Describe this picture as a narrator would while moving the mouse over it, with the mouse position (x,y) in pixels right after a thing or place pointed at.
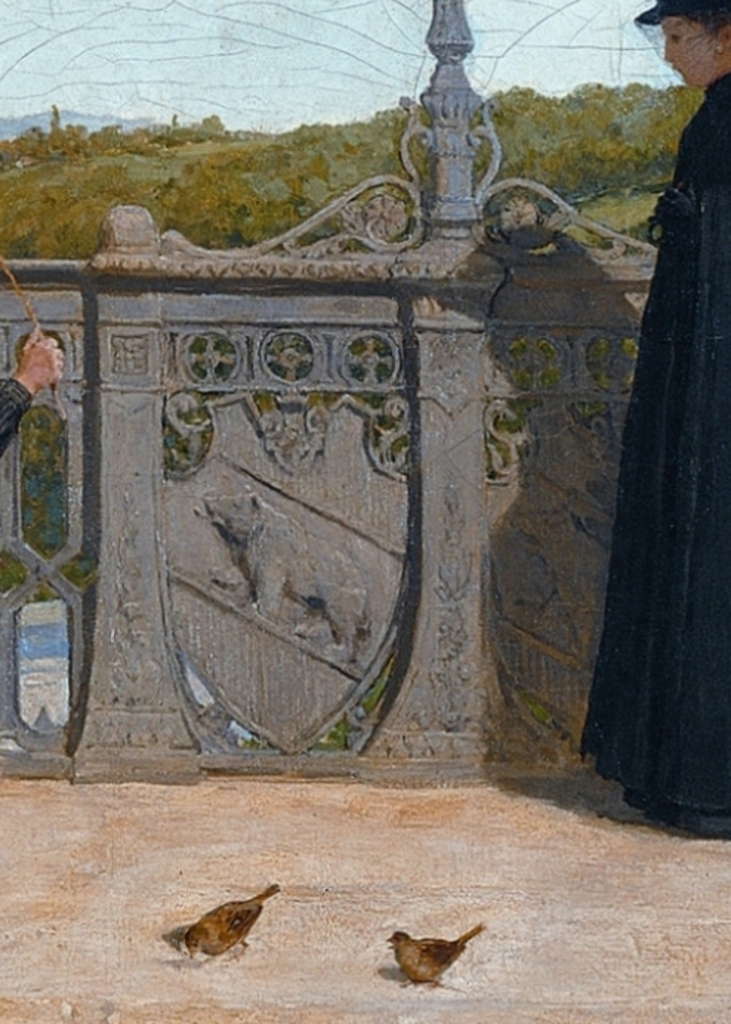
In this image I can see two persons (659,545) standing, few birds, the railing (267,560), few trees (590,131) and in the background (230,65) I can see a mountain (118,123) and the sky (276,76).
